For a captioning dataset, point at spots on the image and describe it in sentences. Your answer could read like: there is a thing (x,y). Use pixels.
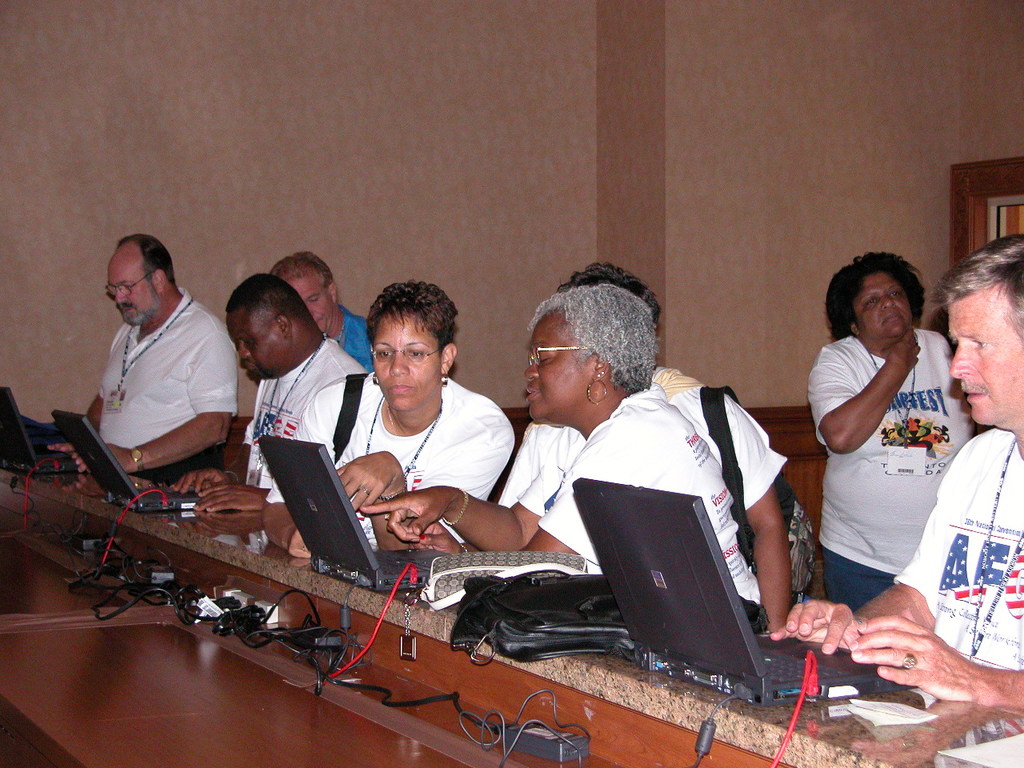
In this picture we can see a group of people (385,535) standing where some are carrying bags (811,549) and in front of them we can see laptops (88,420) and wires (93,545) on a platform (93,614) and in the background (255,177) we can see the wall (293,165).
